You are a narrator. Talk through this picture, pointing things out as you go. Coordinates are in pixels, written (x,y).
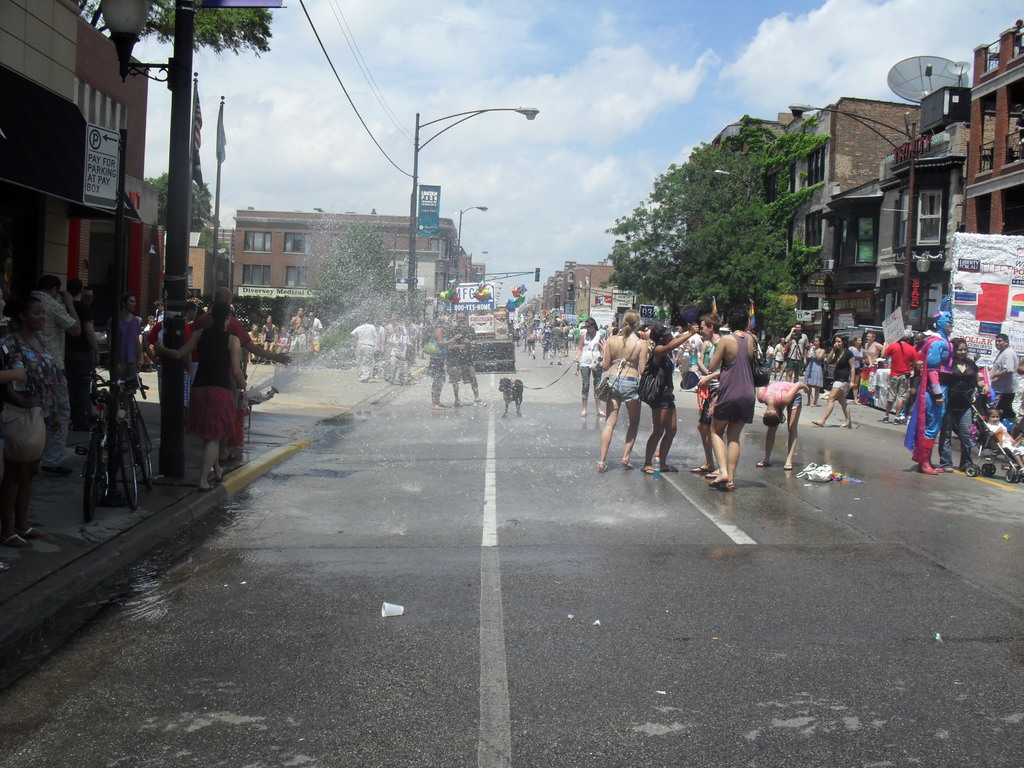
In this picture, we can see a few people (711,436), and among them a few are holding some objects (985,441), and one person (915,433) is in a costume (938,428), we can see the road (943,490), and some objects (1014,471) on the road (689,513), we can see water (300,353) sprinkling from an object (271,396), we can see poles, boards (105,149) with text (97,183), lights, signal lights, wires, buildings (848,229) with windows (935,201), and some object (917,78) attached to it, we can see trees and the sky (656,131) with clouds (752,98).
